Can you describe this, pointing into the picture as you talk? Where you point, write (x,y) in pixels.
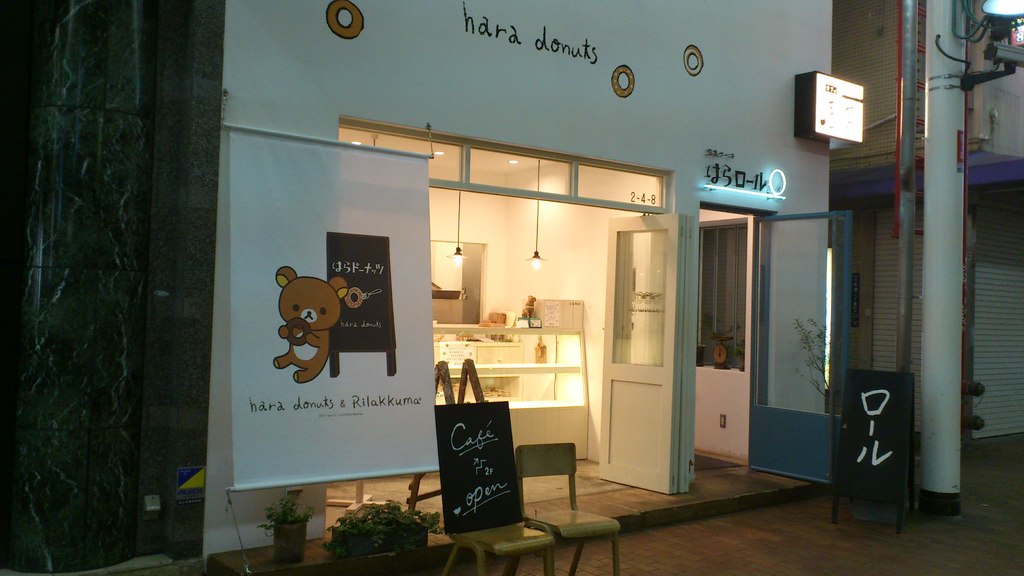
This is a store (309,372). We can see boards (854,490) near to the store (579,490). This is a door (619,312). These are lights (452,259). Here we can see a street light (1000,21) with a pole (950,271).
